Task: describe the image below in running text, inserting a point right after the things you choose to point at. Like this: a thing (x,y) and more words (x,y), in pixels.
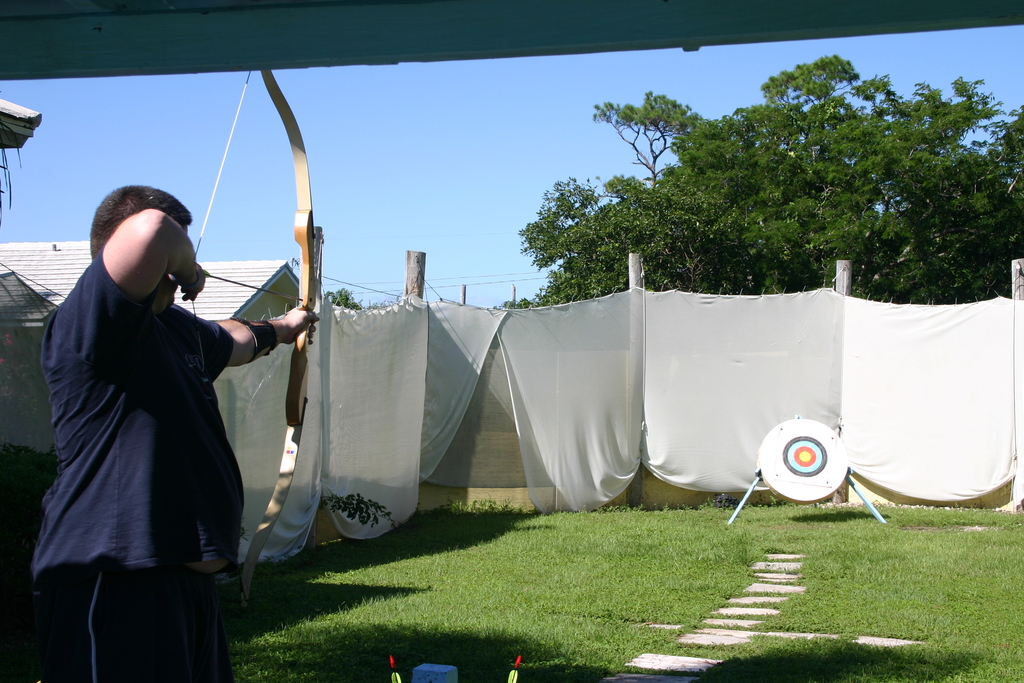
As we can see in the image there are white color clothes (503,358), grass (540,554), trees (800,201), sky (22,227), house (48,263), a person (150,225) wearing blue color t shirt (186,427) and holding a bow (293,400).
